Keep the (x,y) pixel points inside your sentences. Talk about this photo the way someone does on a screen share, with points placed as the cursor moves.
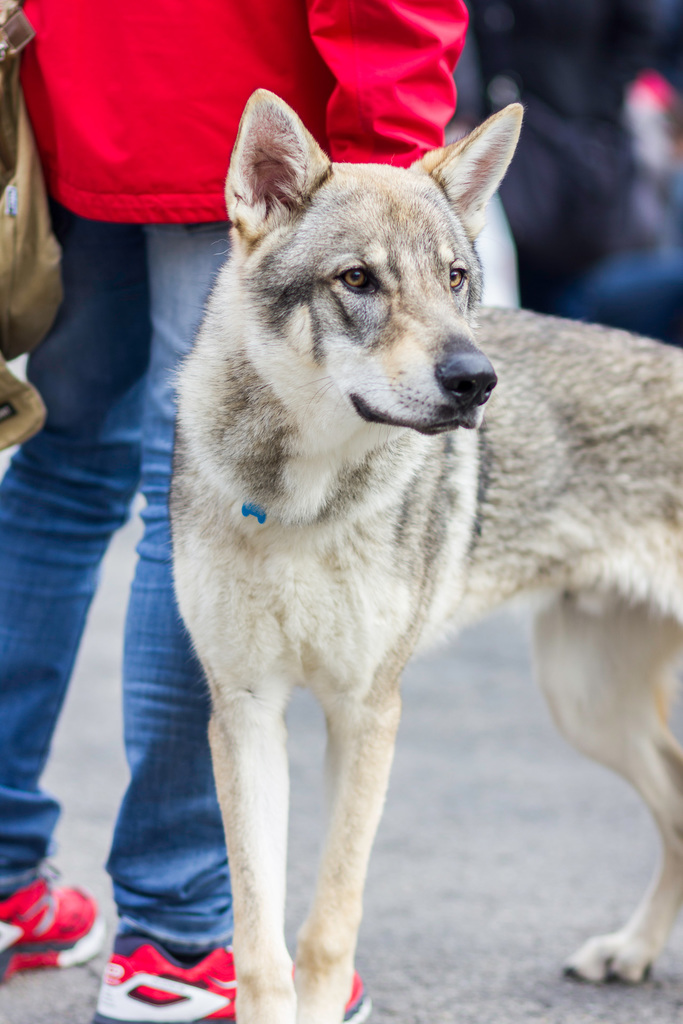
In the foreground of this picture (357,382) we can see a dog (425,568) standing on the ground (621,801) and we can see a person (200,120) wearing red color jacket (219,73), sling bag (7,316) and standing on the ground (552,806). In the background (556,64) we can see some other objects (578,51).
